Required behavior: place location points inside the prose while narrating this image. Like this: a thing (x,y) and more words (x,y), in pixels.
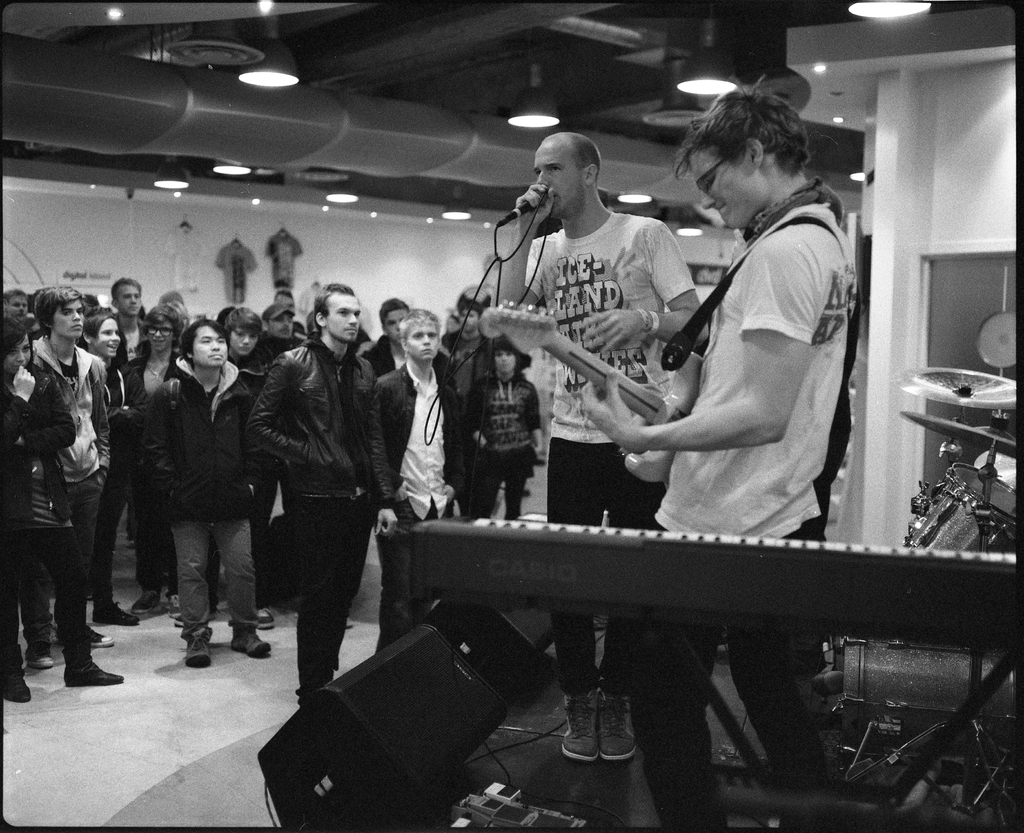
In this picture there are two people (754,479) at the center of the image (681,500) on the stage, they are singing and there is a piano (455,587) at the right side of the image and speakers (395,677) on the stage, there are group of people (387,403) at the left side of the image (216,347) as the audience (206,356).
